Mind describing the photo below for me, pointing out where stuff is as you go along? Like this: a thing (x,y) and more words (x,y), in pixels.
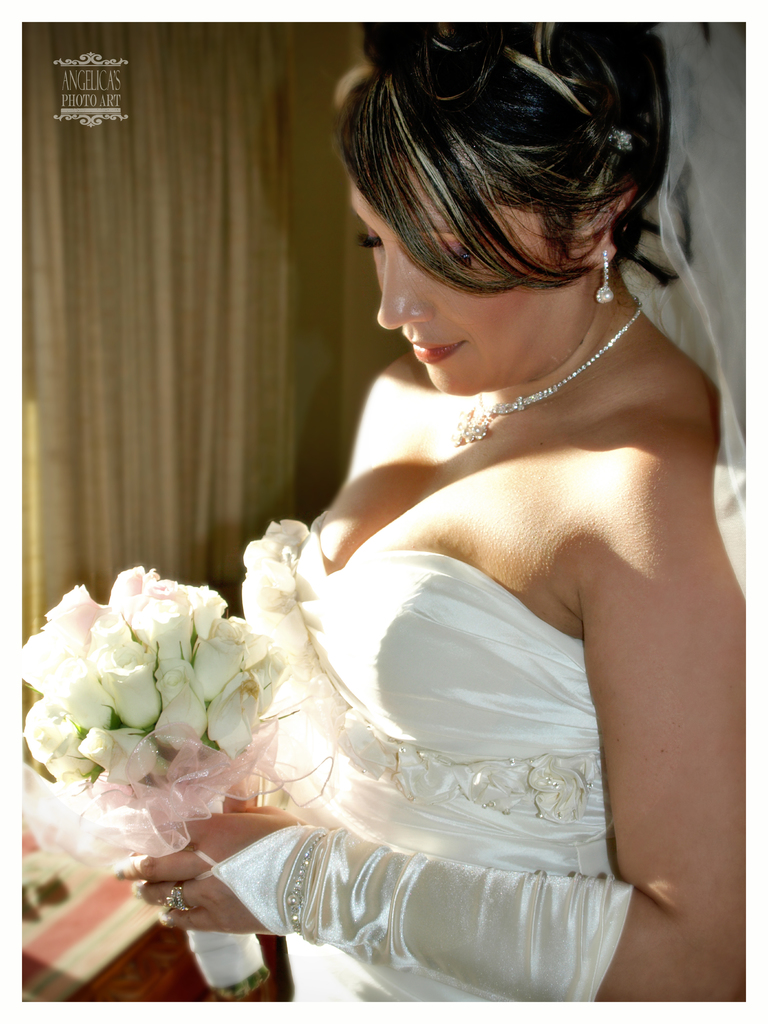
On the right (546,520) there is a woman (464,718) standing by holding flower bouquet (159,774) in her hands (214,827), In the background (140,299) there is a curtain (150,313) and this is floor (104,947).
